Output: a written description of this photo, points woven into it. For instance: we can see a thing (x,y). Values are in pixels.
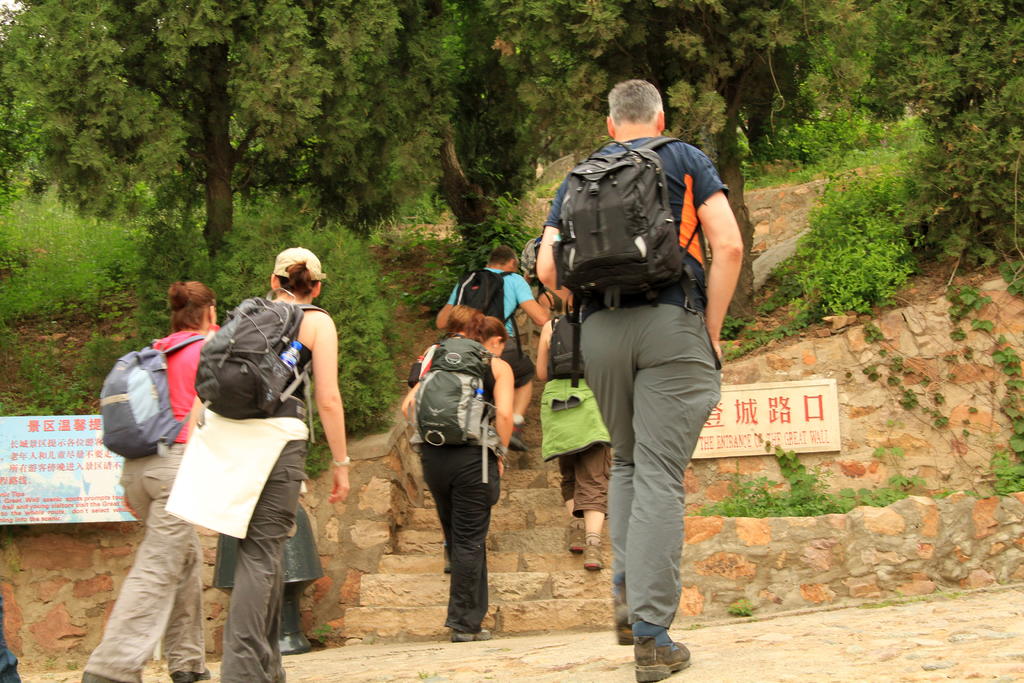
Here we can see few persons (554,453) and they wore bags (484,293). There are boards (14,507) and plants (448,240). In the background (343,124) we can see trees (1022,183).
